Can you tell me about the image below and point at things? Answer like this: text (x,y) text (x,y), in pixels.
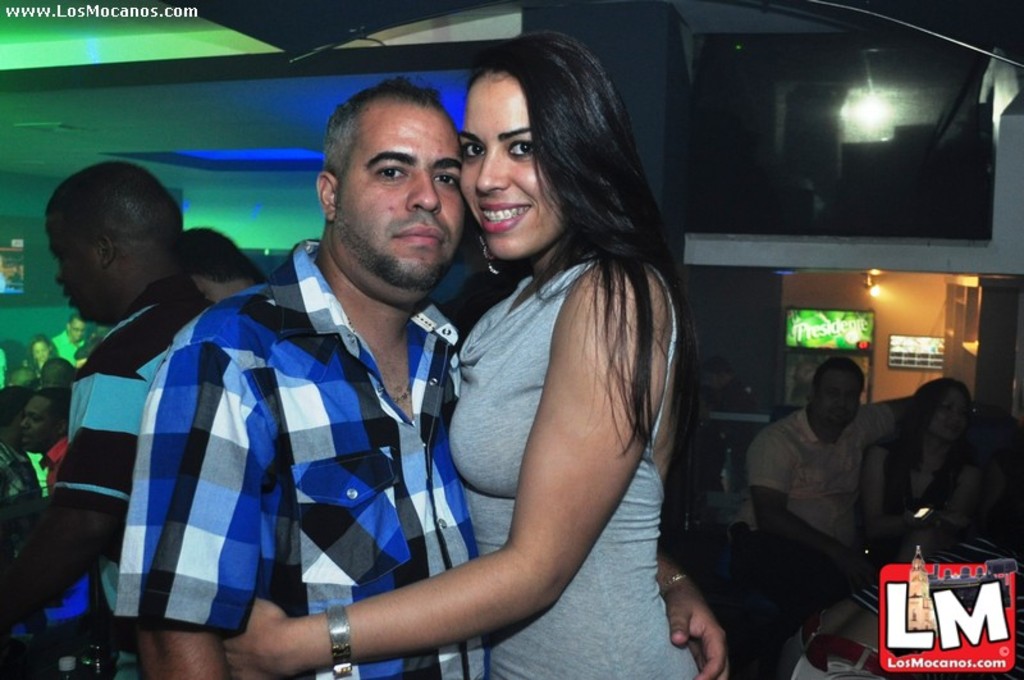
In this image we can see a man (381,215) and woman (527,451) are standing. The man (339,539) is wearing a shirt (350,510) and the woman (596,481) is wearing grey color dress (589,590). In the background (720,356), we can see people (86,206), refrigerator (837,338) and the wall (1013,201). There is a watermark (907,590) in the right bottom of the image (913,609).
